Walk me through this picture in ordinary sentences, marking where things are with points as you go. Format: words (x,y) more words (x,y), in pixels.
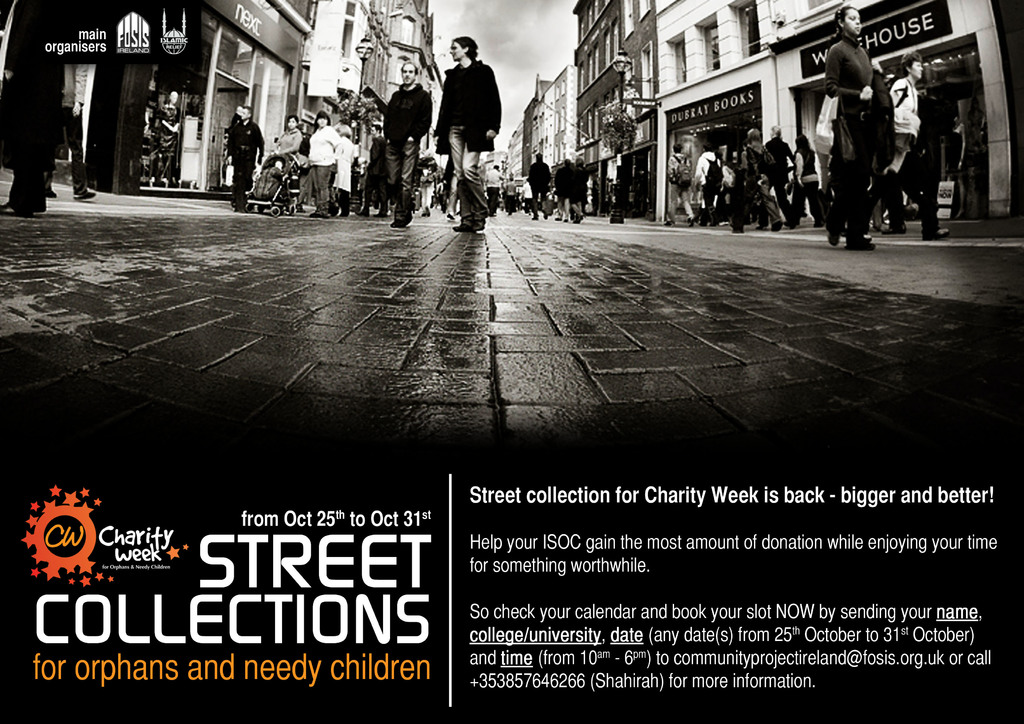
In this image, in the middle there are two men (480,216), they are walking. At the bottom (478,626) there is text (133,557). In the background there are people (708,161), buildings (274,78), posters (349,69), text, shops (968,91), road (504,319), sky (519,76) and clouds (503,76).
